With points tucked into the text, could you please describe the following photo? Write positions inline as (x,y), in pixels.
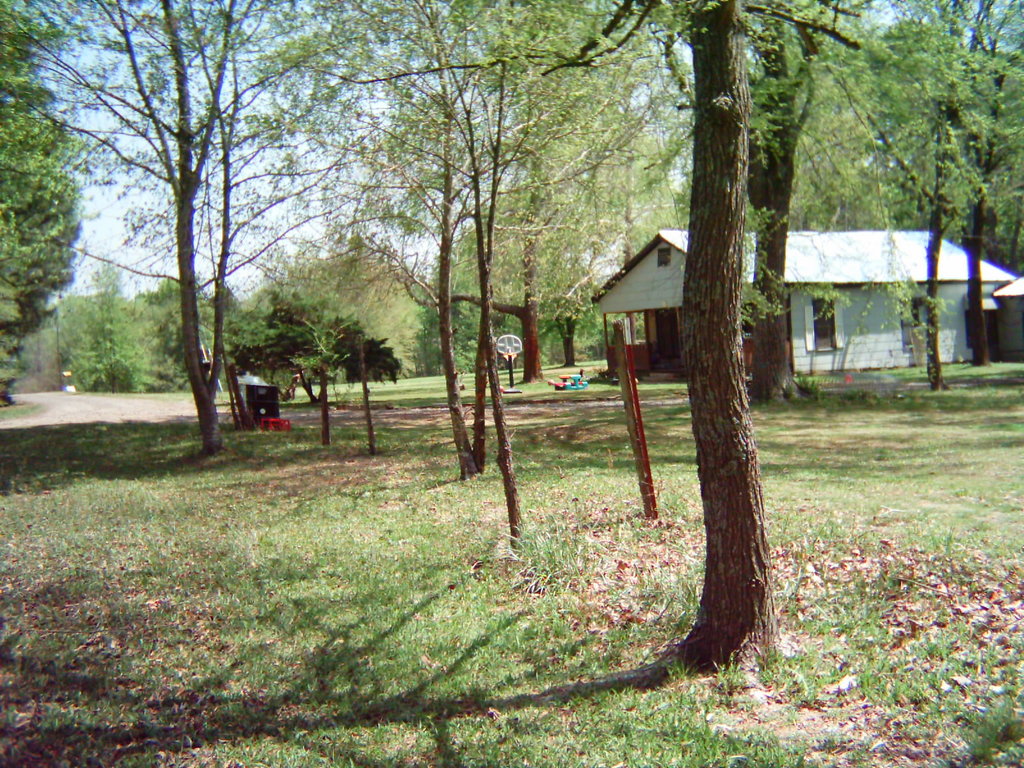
In this image there is a building (844,357) on the grass ground (618,755) around that there are so many trees (757,515) and other objects (643,490).
